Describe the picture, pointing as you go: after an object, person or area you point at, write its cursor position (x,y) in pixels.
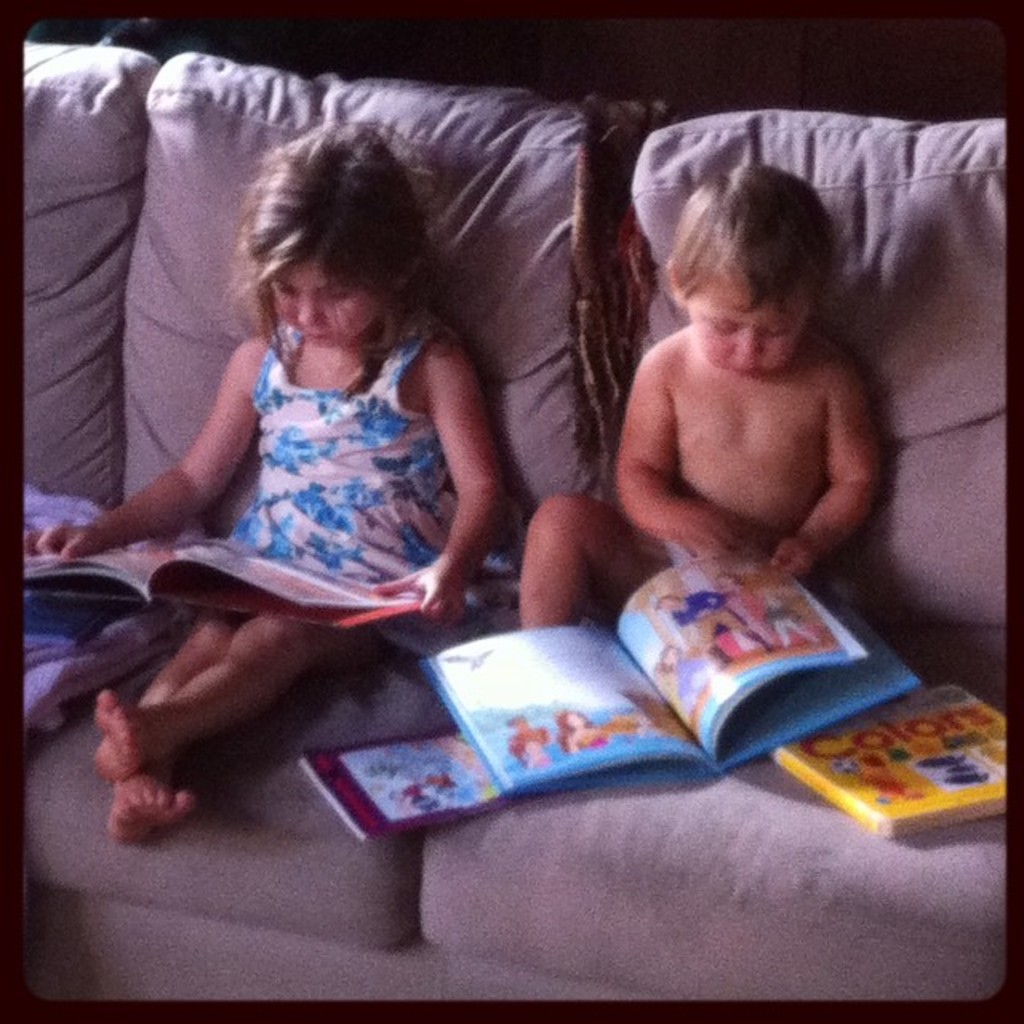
In this picture we can see kids (291,354) sitting on a sofa (915,462). We can see they are holding books (721,600). On the sofa (293,816) we can see books (734,603) and blanket (48,722).
